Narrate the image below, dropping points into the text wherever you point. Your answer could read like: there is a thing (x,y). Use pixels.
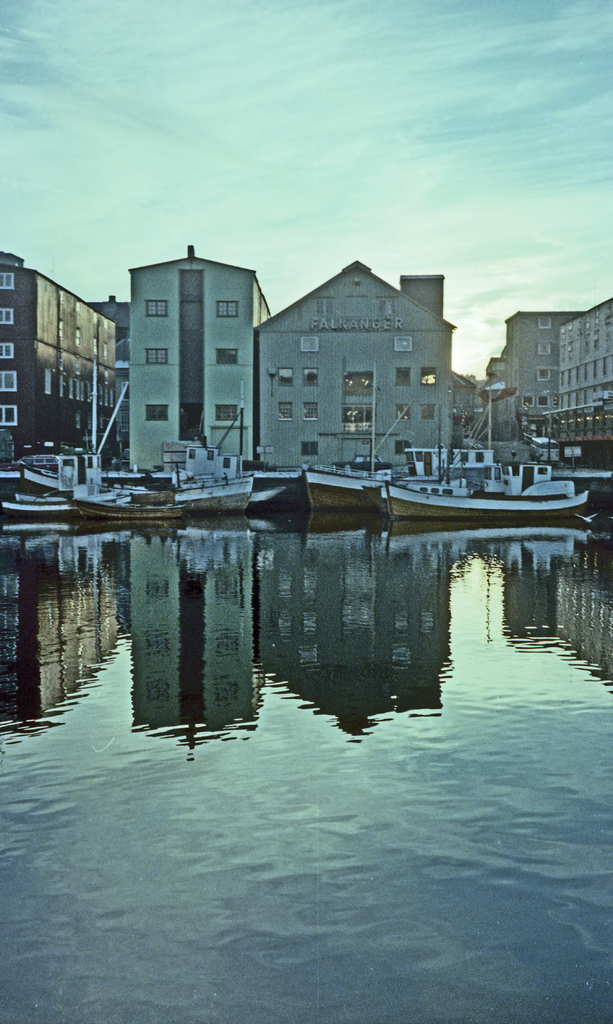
In this image, there are a few buildings (605,375), boats (315,489). We can see some water (246,569) with the reflection (381,597). We can see the ground (568,471) with some objects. We can also see the sky (609,45).
